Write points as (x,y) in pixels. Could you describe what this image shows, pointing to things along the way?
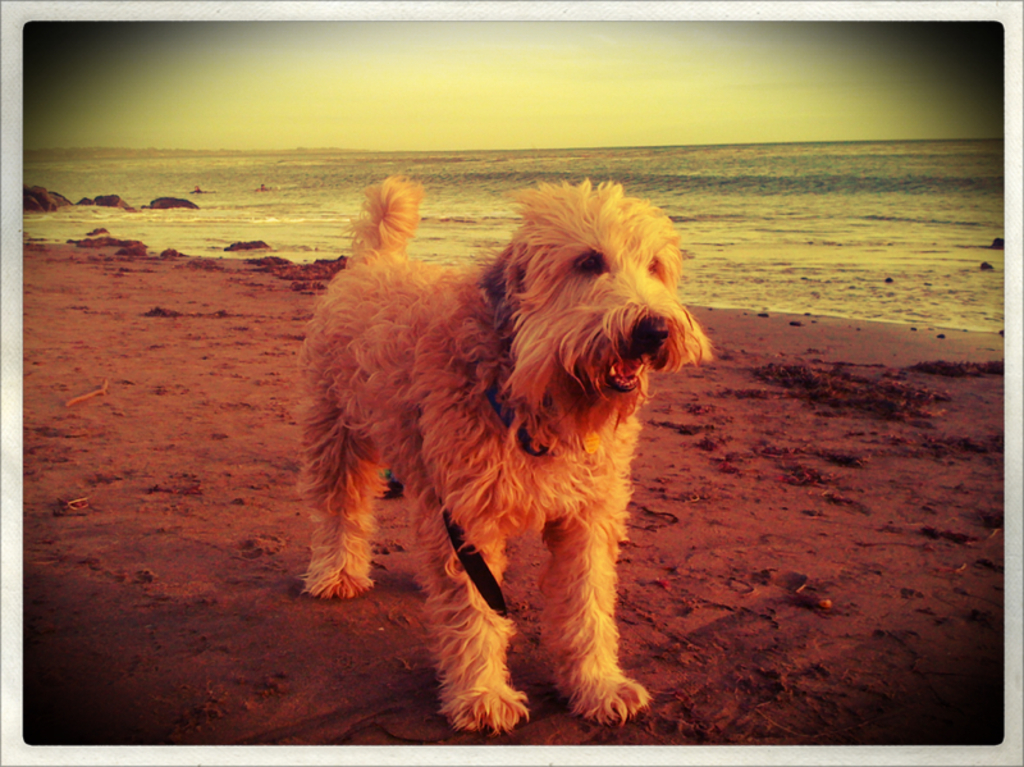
In this picture there is a dog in the center of the image (499,294) on a muddy floor (747,416) and there is water (958,246) in the background area of the image (89,237).
